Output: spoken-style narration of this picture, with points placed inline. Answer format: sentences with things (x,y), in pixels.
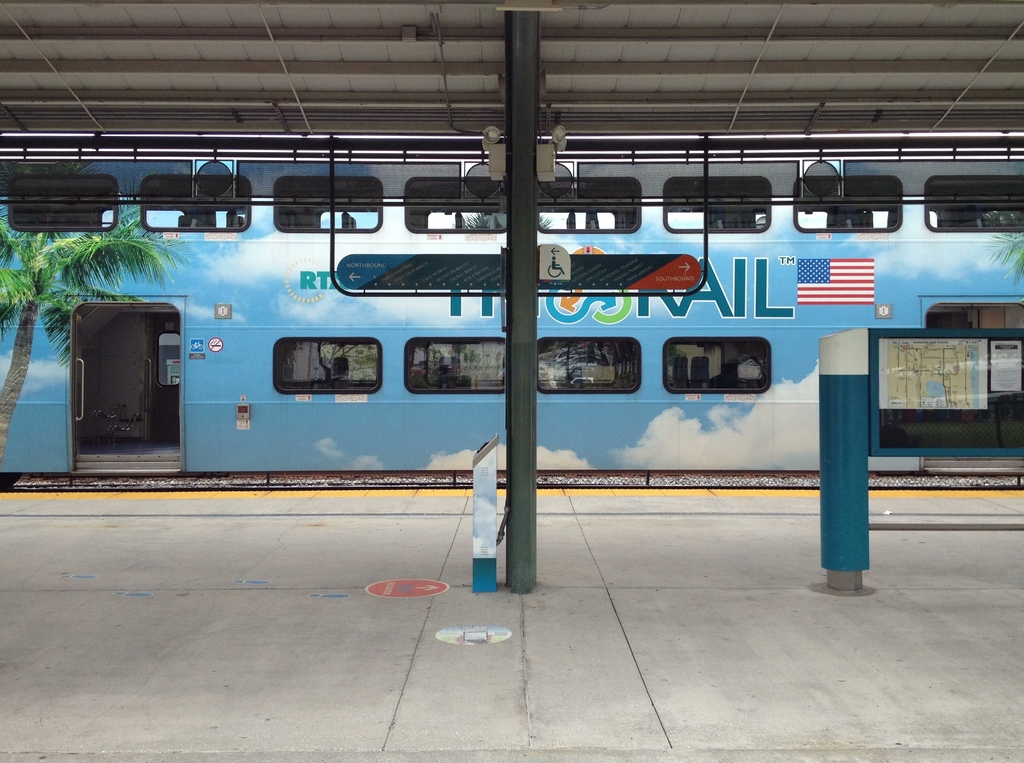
In this image I can see a platform (751,575), pole (521,316), windows (503,387) and a train (188,342) on the track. This image is taken during a day on the platform (154,612).
